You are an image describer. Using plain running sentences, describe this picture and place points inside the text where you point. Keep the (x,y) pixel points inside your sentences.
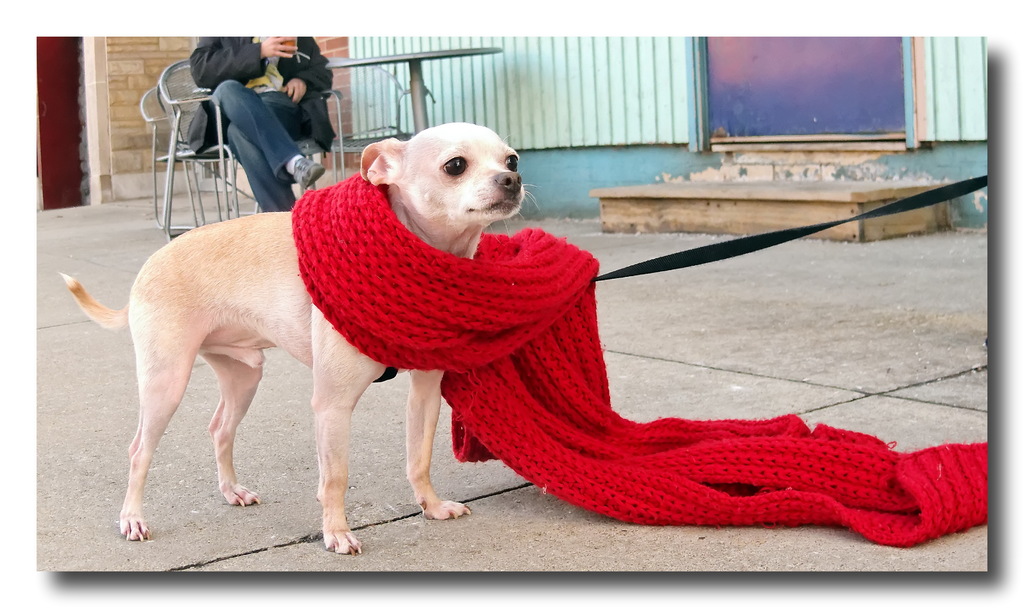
In this image there is a photograph (405,260), there is a dog (423,201), there is a cloth (800,447), there is a leash (947,200) towards the right of the image (967,189), there are chairs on the ground (242,202), there is a person (301,121) sitting on the chair (179,125), the person (270,120) is holding an object (288,41), there is a table (418,78), there is a wall (478,95) towards the top of the image (468,84), there is a door (797,84) towards the top of the image (798,76).
